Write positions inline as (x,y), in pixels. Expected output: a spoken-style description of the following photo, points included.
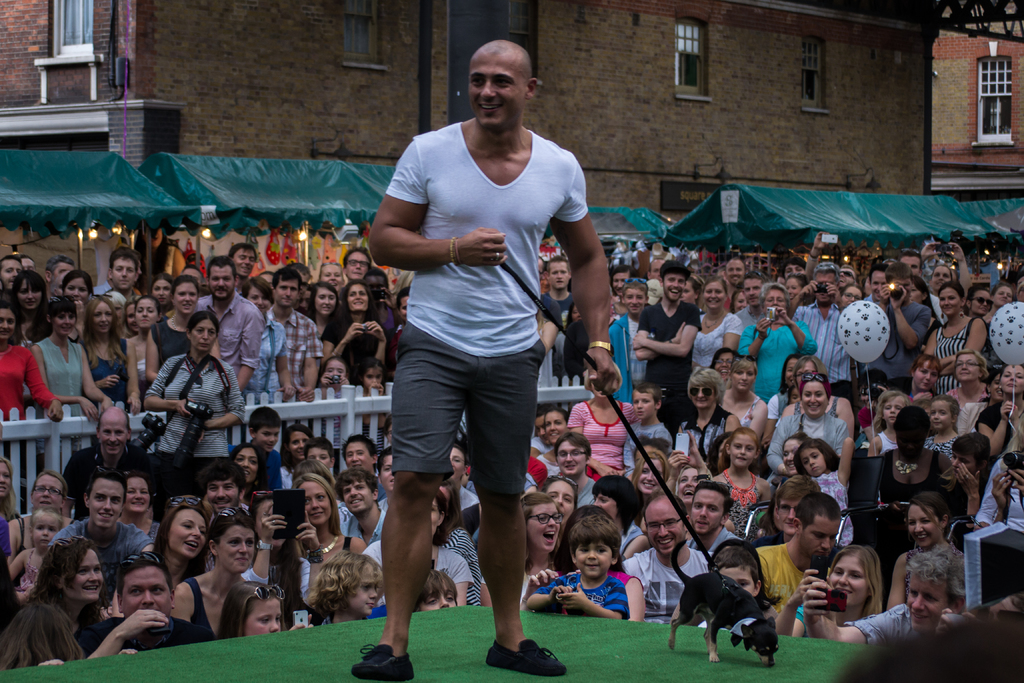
In this image I can see a man (481,544) is standing in the front (497,125) and I can see he is holding a black colour leash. I can also see he is wearing white colour t shirt (487,225), shorts (506,443) and black shoes (373,652). On the right side of this image (733,589) I can see a black colour dog (720,584). In the background (48,568) number of people (48,568) where few are holding cameras (199,423) and few are holding balloons (1008,322). I can also see few buildings (313,39) and few tents (214,195) in the background (8,237). On the left side of this image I can see few lights (204,226).
